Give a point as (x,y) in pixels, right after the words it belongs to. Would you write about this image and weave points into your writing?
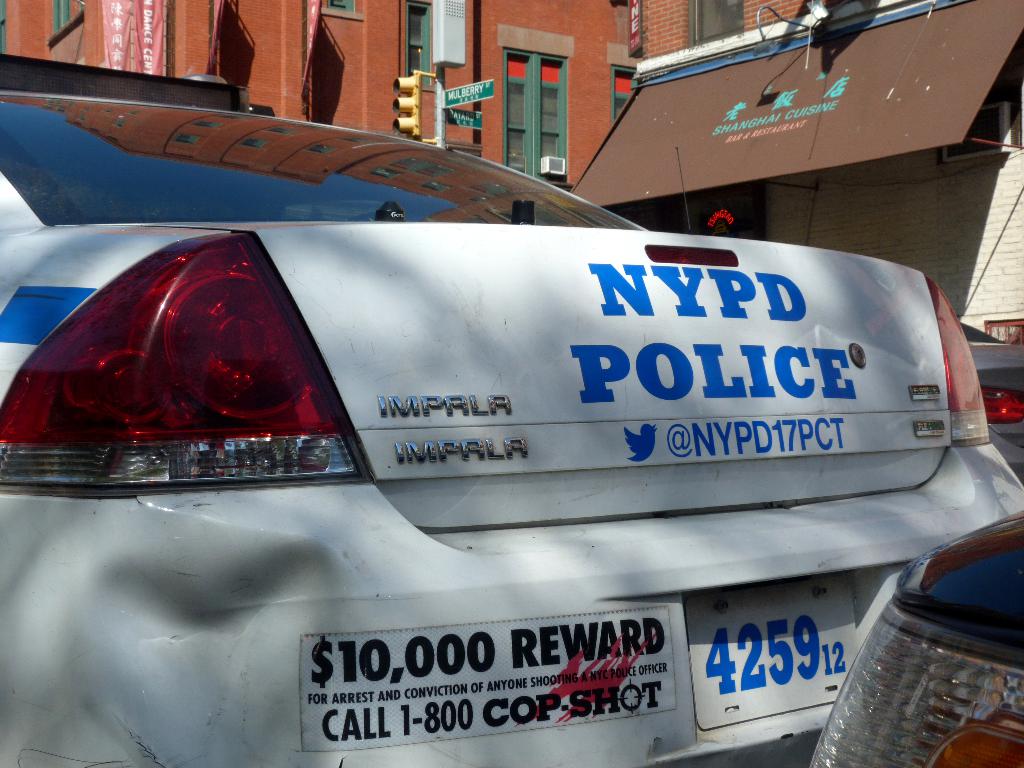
In this image we can see some cars (462,480). On the backside (470,103) we can see some buildings (355,87) with windows (514,112), a street sign (469,116), the traffic signal (415,104), a signboard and a banner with some text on them.
